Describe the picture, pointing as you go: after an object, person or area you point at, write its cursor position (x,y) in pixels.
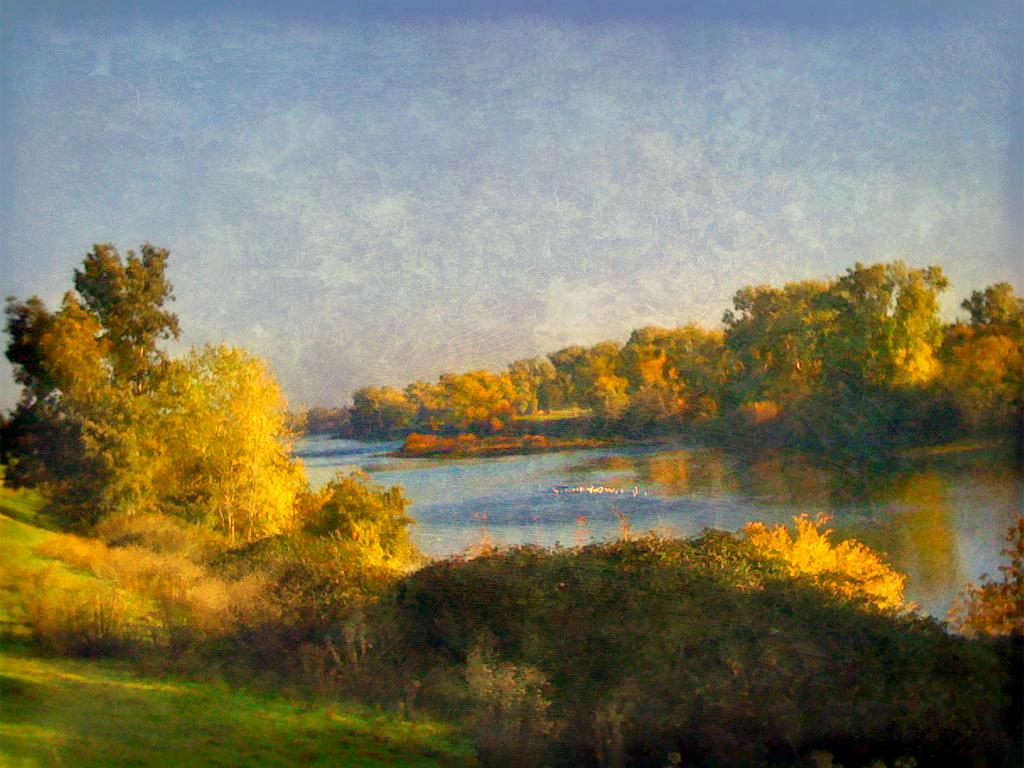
In this picture we can see some trees (223,418) and plants (608,754). We can see some grass (107,704) on the ground (164,743). There is water (437,516).
